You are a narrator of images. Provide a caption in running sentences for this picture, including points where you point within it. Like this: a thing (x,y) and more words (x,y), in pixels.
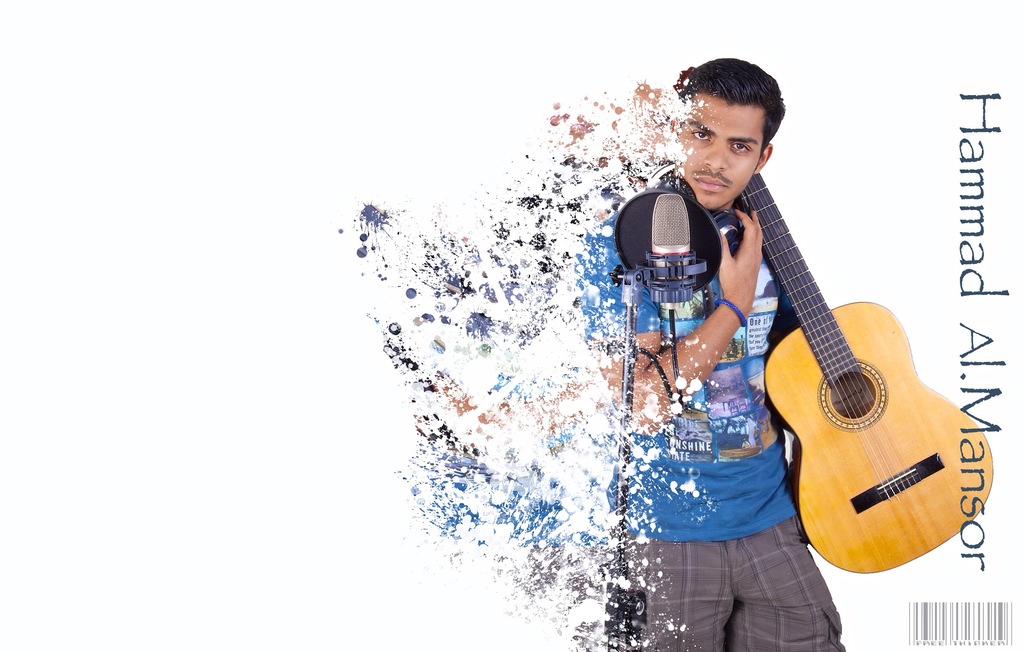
Poster (868,175) of a person (693,508). This person (727,321) is holding a guitar (860,381) and standing in-front of mic (679,210).
